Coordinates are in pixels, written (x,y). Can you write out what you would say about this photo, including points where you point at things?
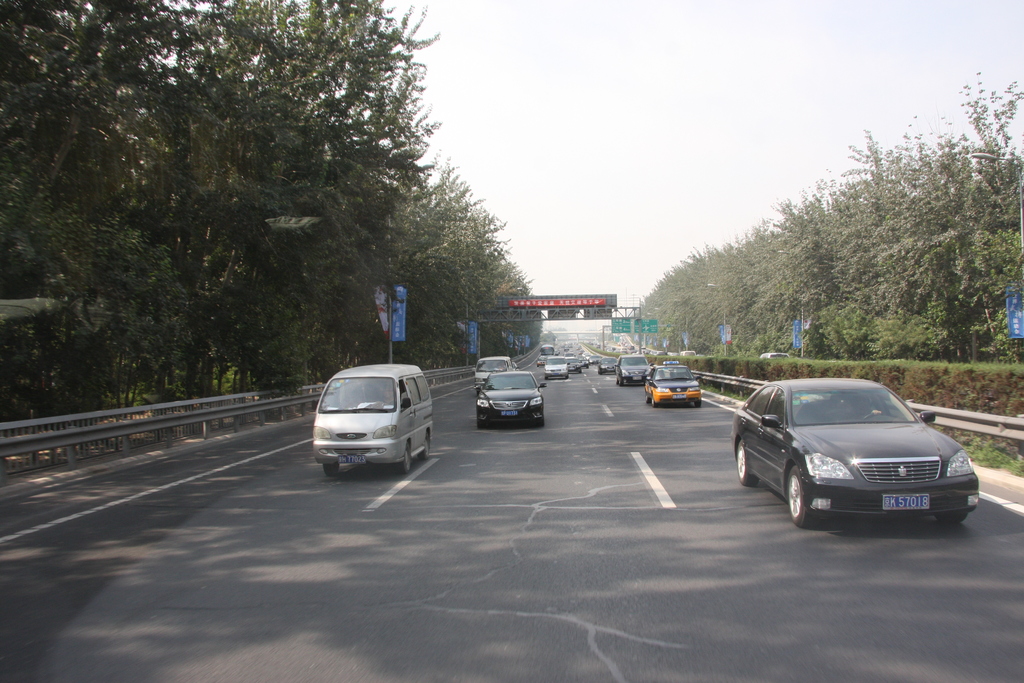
In the center of the image (375,439) we can see vehicles (617,377) on the road (574,572). In the background (329,277) there are trees (661,317), boards (584,303) and sky (617,161).
